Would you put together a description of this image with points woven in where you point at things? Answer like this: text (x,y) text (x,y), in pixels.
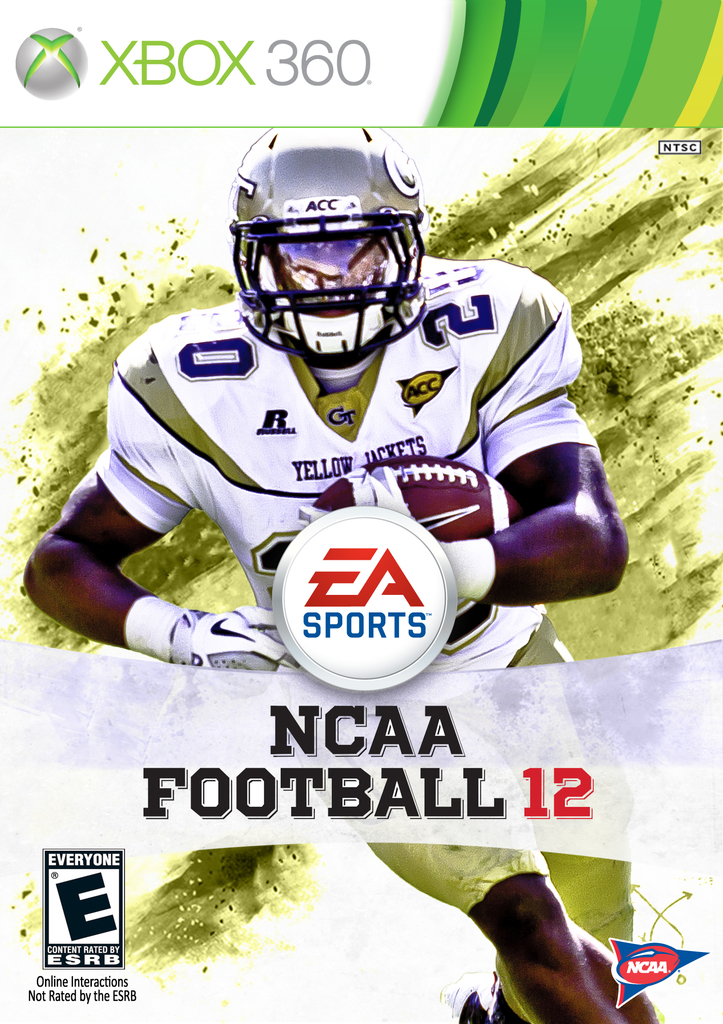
This is a graphic image of a person (508,662) holding a football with text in the middle (422,619) and above it.
